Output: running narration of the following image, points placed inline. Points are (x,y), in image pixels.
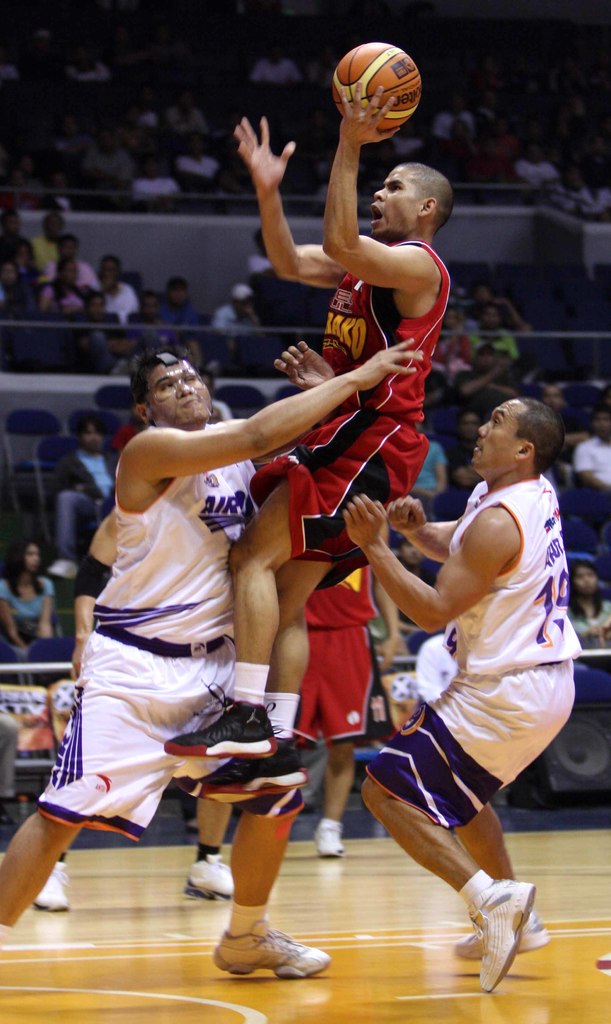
In this image I can see a person (359,463) wearing red and black color jersey (427,373) is jumping in the air and holding a ball (367,98). I can see two other persons (141,609) wearing white and blue color jersey (199,614) are standing on the brown colored floor (152,989). In the background (108,504) I can see number of persons (154,197) sitting in the stadium (446,256).
